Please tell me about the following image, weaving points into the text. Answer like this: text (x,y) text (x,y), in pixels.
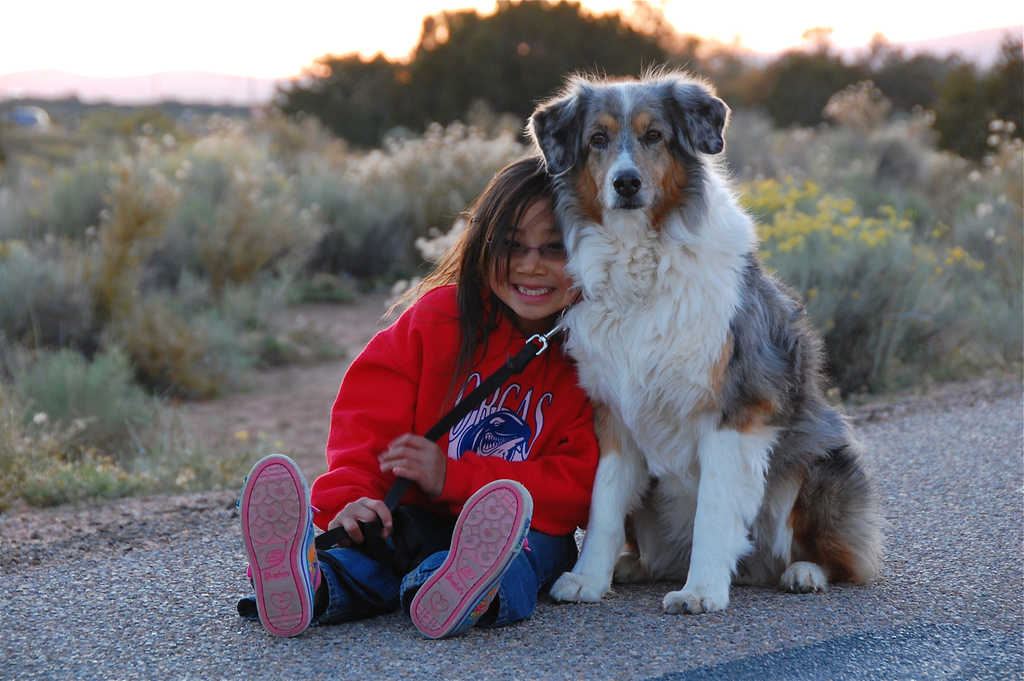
The picture is clicked on a road (160,605) where a small girl (442,479) is leaning on a dog (638,397) and in the background (425,88) there are trees (382,132).
